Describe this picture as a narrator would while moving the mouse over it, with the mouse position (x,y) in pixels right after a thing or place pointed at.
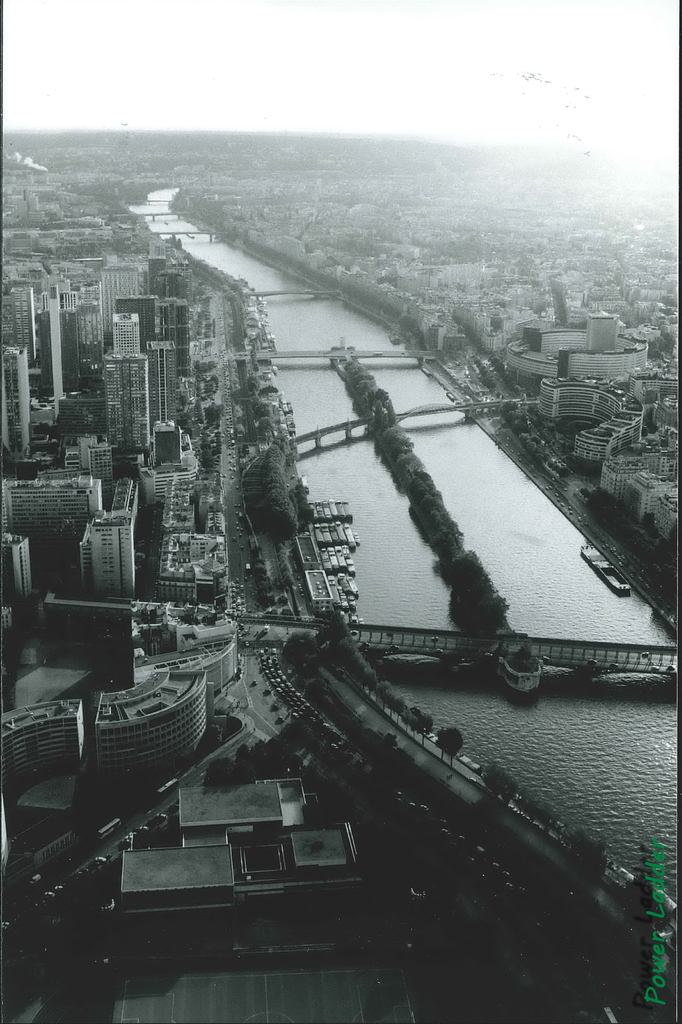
In this Image we can see black and white picture of a group of buildings (138,723) with windows (132,752), a group of trees (310,664) and some vehicles (322,742) parked on the ground (480,880). On the right side of the image (639,732) we can see some bridges (406,418) and water (498,534) at the top of the image (377,100) we can see the sky (330,90).
